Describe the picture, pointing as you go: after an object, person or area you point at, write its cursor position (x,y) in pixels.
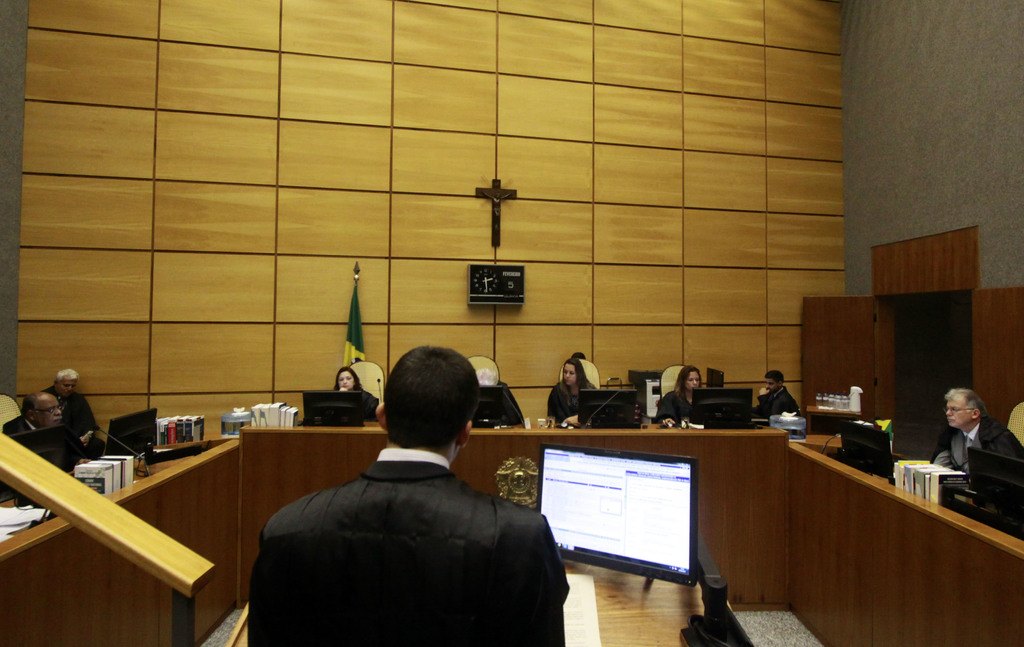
This picture is clicked inside. In the foreground (438,567) there is a person (488,568) and we can see a wooden table (656,602) on the top of which a monitor (612,504) and an object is placed. In the center (582,413) we can see the wooden tables (17,559) on the top of which monitors (972,486), books (168,433) and many other objects (18,522) are placed. In the background (683,69) we can see the wall (847,79), sculpture (501,195) and a clock (496,280) hanging on the wall (674,167) and we can see the wooden doors (977,369) and we can see a flag (360,327) and we can see the group of persons (481,378) sitting on the chairs (360,367).
